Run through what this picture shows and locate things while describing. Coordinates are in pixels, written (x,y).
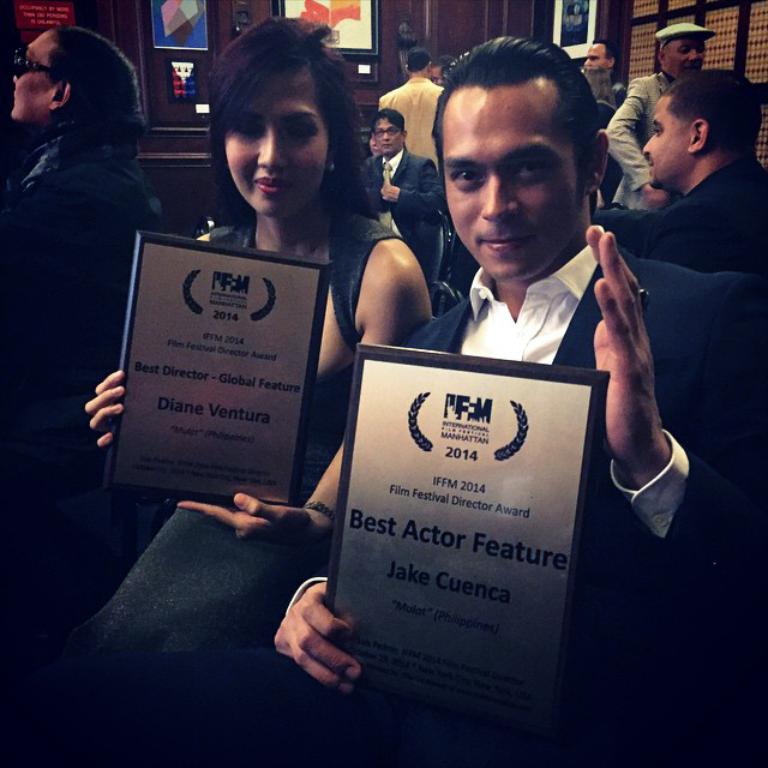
In this image I can see the group of people (581,105) with different color dresses (616,215). I can see one person (617,199) with the cap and two people (548,118) are holding the boards (428,477). I can see something is written on it. In the background (146,14) I can see some frames (199,35) to the wall (205,77).
